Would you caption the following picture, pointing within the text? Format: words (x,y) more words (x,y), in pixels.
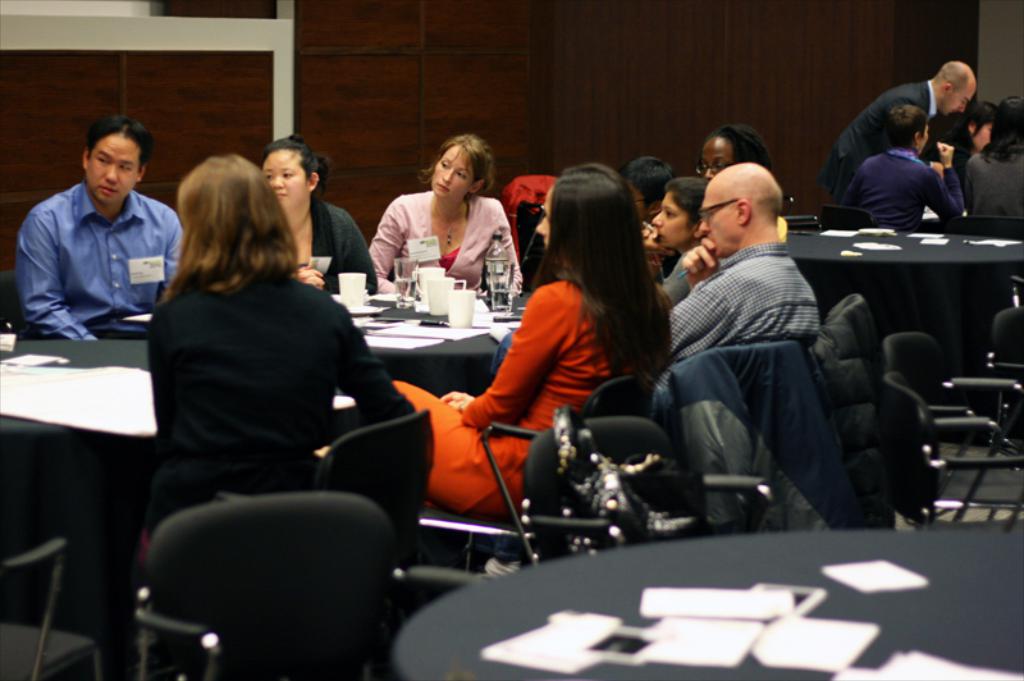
In this picture we can see a group of people (503,227) sitting on chairs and in front of them on the tables (953,571) we can see papers (792,591), bottle (507,255), glasses (398,262), cups (459,319) and in the background (970,79) we can see a man (970,79) standing and the wall (499,72).
